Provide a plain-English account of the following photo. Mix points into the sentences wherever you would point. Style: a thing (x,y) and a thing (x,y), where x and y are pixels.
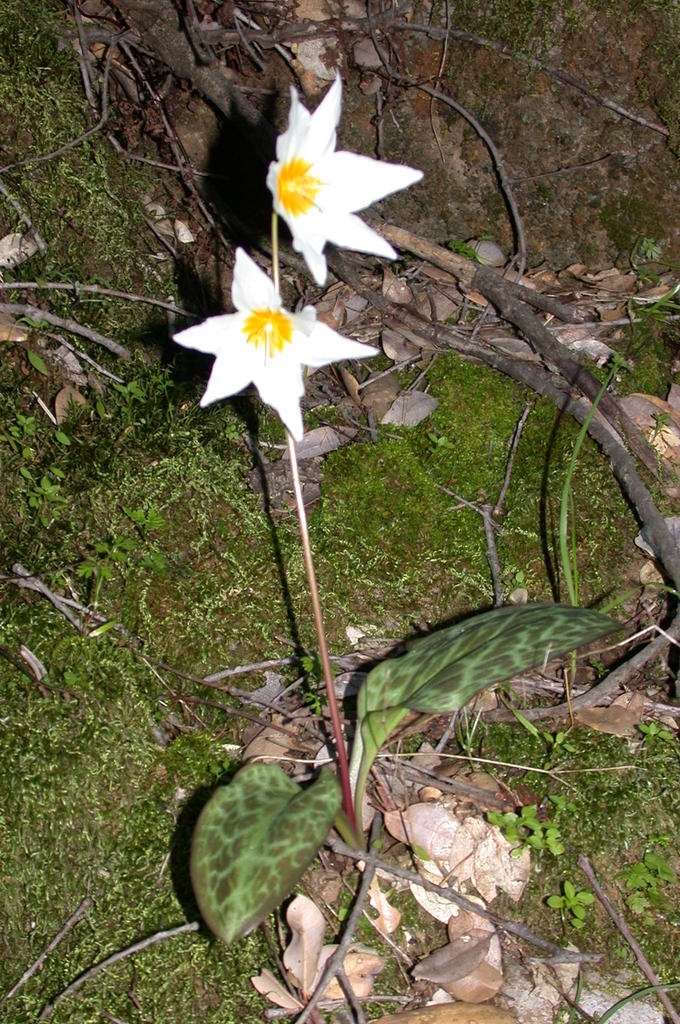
As we can see in the image there is grass (134,737), plant (361,742) and white color flowers (318,332).
